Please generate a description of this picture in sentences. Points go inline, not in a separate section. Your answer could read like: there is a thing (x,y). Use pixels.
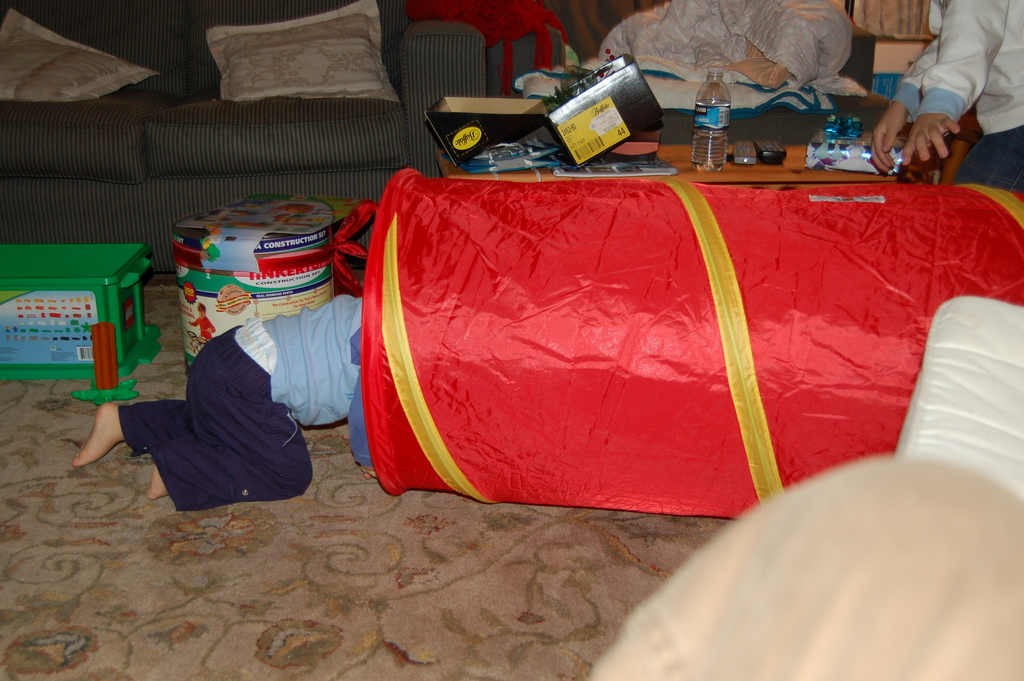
In this picture we can see few people (215,365), on the left side of the image (253,302) we can see few toys (181,251), box (186,270) and a sofa (357,150), and we can see a bottle (697,126), boxes (858,140), remotes (761,154) and other things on the table (685,149).
